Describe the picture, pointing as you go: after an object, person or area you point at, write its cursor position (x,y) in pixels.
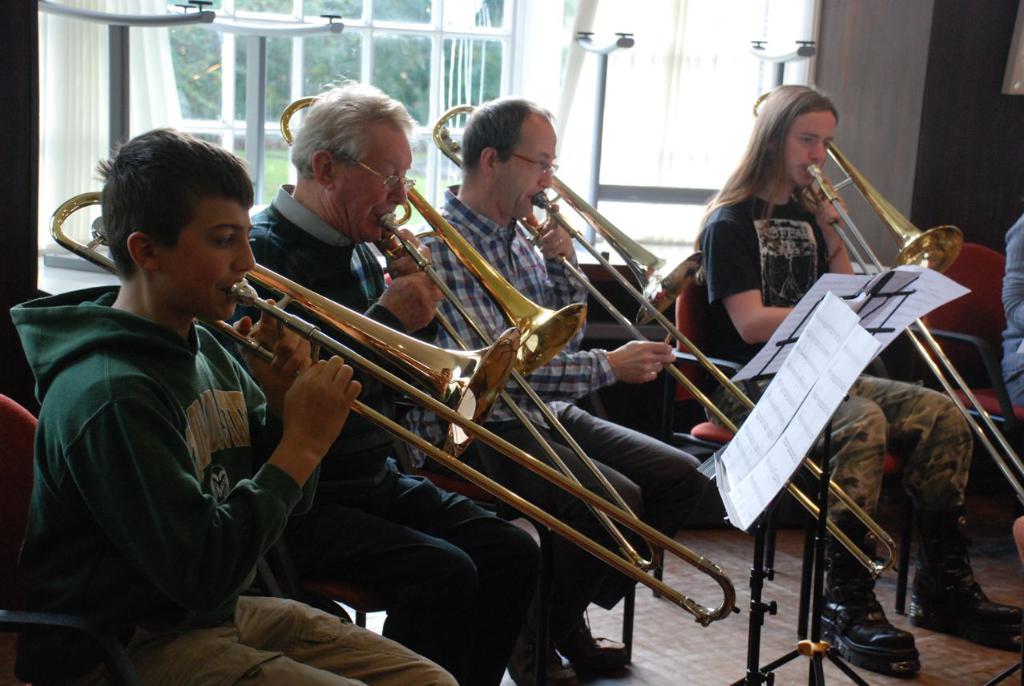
In this image, we can see some people (212,334) sitting on the chairs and they are playing some musical instruments (883,203), we can see some papers (819,424) on the stands (828,440), in the background (309,83) we can see some windows (409,71).
